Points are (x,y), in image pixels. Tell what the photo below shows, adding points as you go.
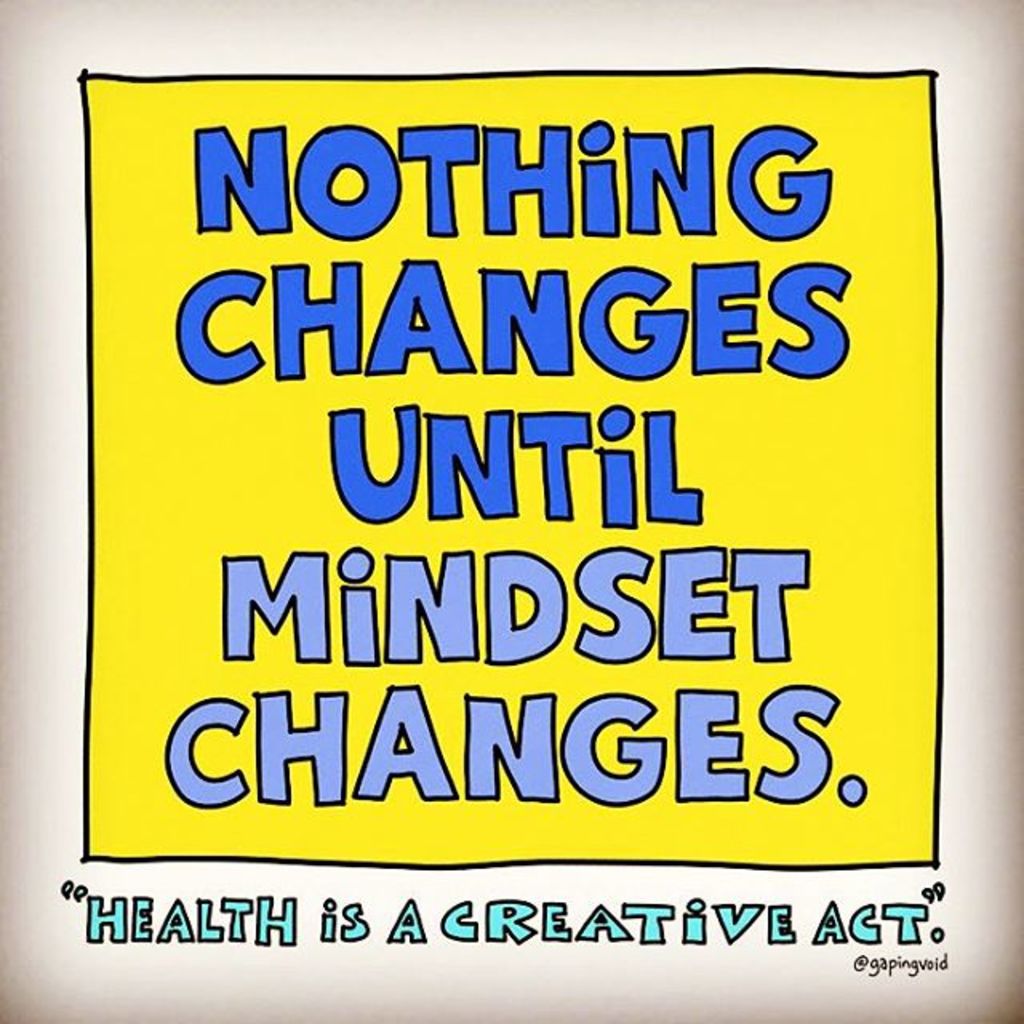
In the image in the center (624,366) we can see one paper (627,334). On the paper (92,796), it is written as "Nothing Changes Until Mindset Changes".
